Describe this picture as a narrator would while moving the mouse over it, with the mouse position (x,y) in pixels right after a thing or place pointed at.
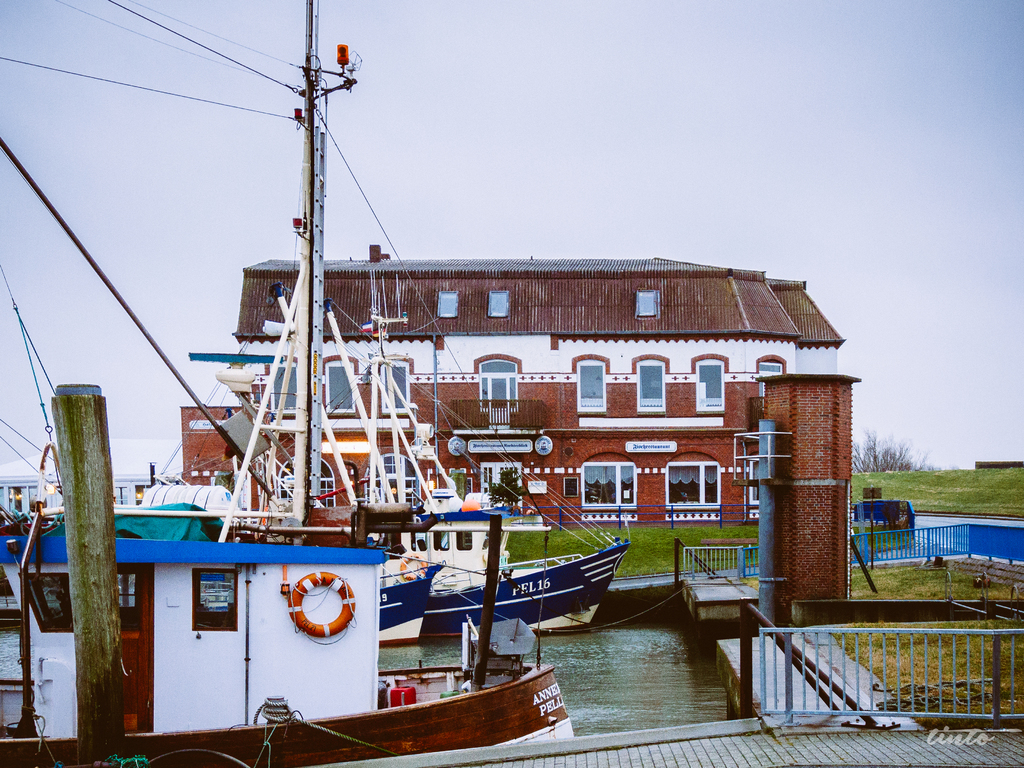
In the picture I can see few boats (508,653) on the water (574,650) and there is a building (556,396) and a greenery ground (536,539) in the background (674,377).
